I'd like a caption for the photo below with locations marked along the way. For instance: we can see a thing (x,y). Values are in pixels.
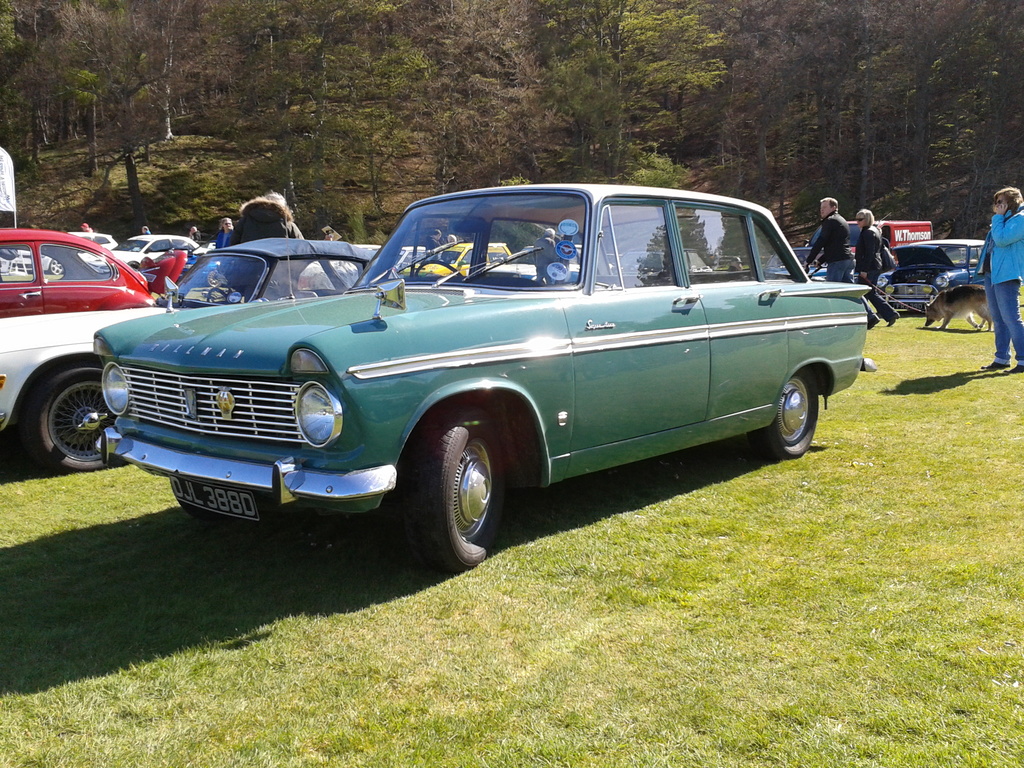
Here we can see vehicles (344,317) on the ground (934,343). In the background (244,235) we can see few persons (274,232) are standing and few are walking and on the right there is a dog (953,302) walking on the ground (965,391). In the background (262,135) we can see grass (1022,490) and trees (405,130) on the ground (120,165).
